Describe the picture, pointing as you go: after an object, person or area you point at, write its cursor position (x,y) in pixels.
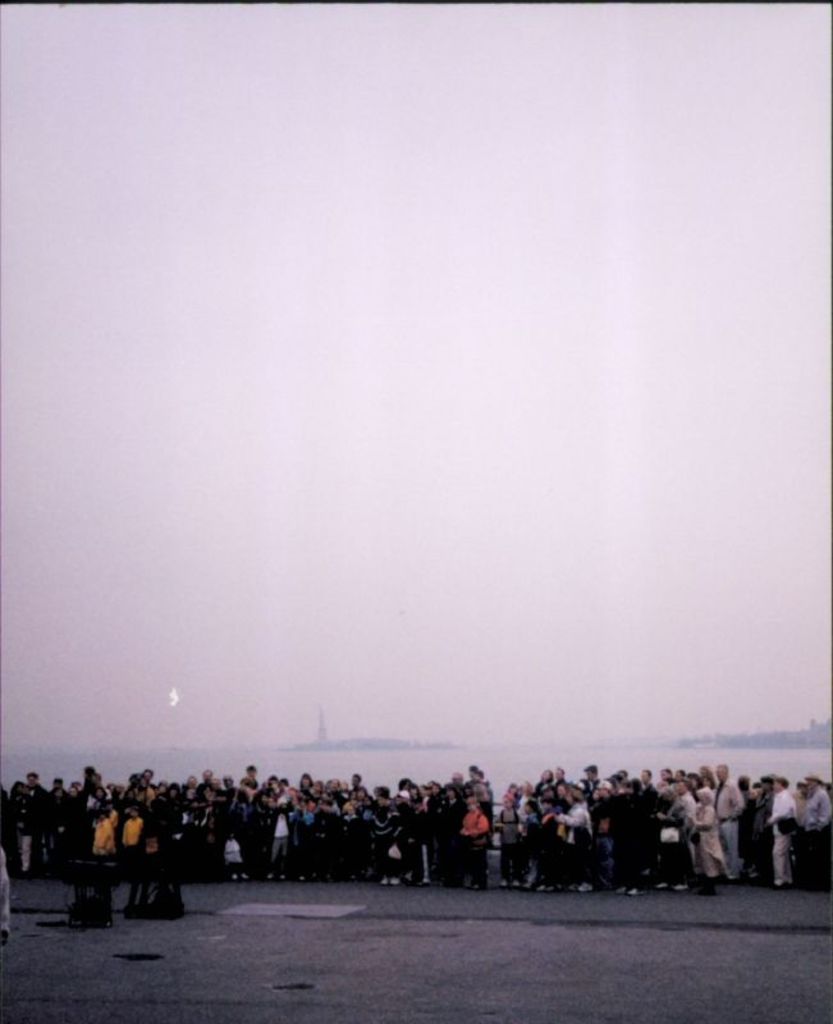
In this image we can see the group of people (790,794) standing, we can see the road (703,916), lake (377,758), at the top (592,131) we can see the sky (475,739).
